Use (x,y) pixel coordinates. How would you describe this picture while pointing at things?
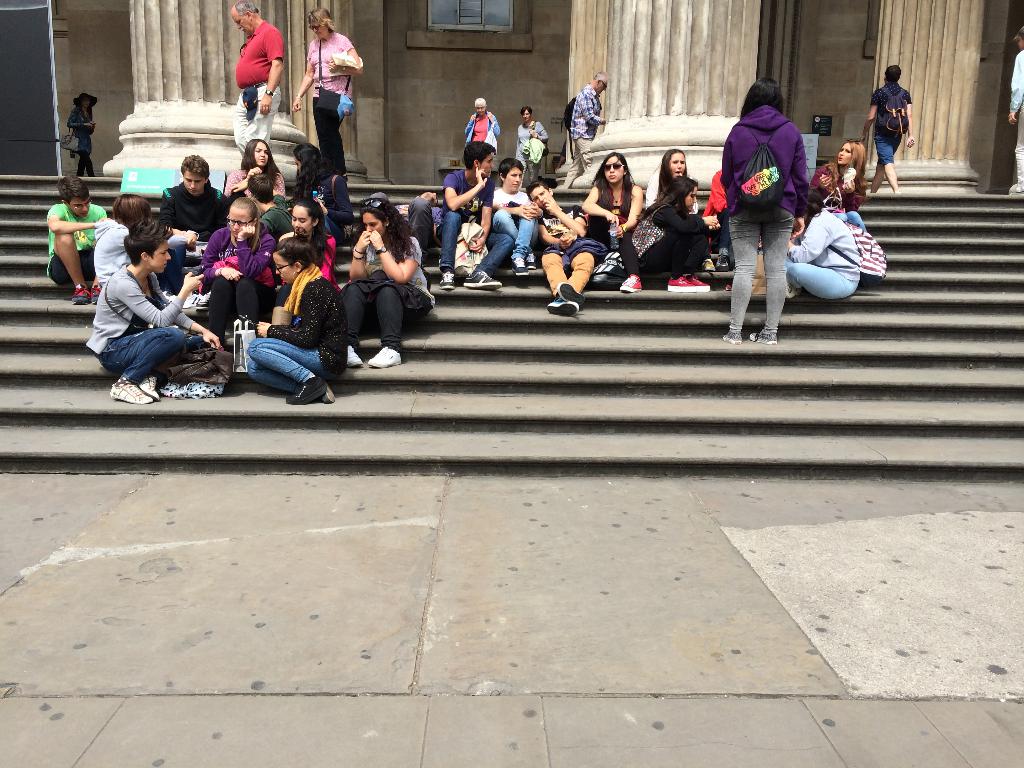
In the middle of the image (514,371) few people (327,161) are sitting and standing on steps (1021,433). Behind them we can see some pillars (125,129) and wall (79,6).
